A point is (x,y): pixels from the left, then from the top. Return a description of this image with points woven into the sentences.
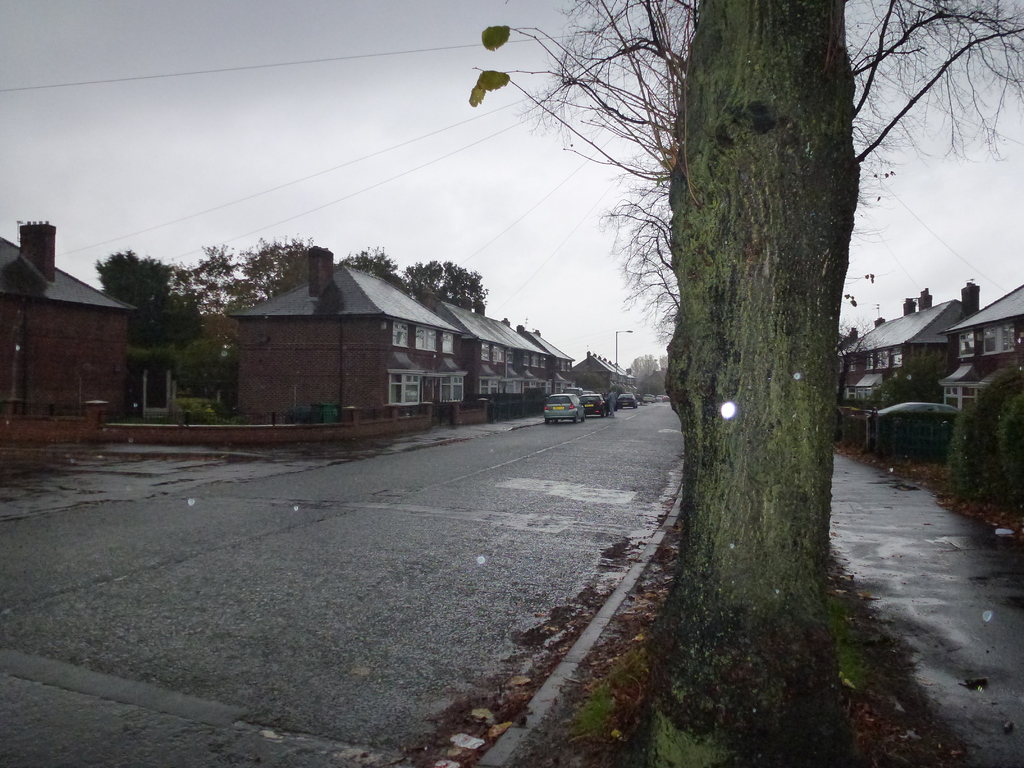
In this image we can see a road (446,510). There are vehicles (597,396). On the sides of the road (335,557) there are houses (500,334) with windows (1014,343). On the right side (718,289) there is a tree (713,357). In the background (277,141) there is sky (350,215). Also there are trees (277,289).
